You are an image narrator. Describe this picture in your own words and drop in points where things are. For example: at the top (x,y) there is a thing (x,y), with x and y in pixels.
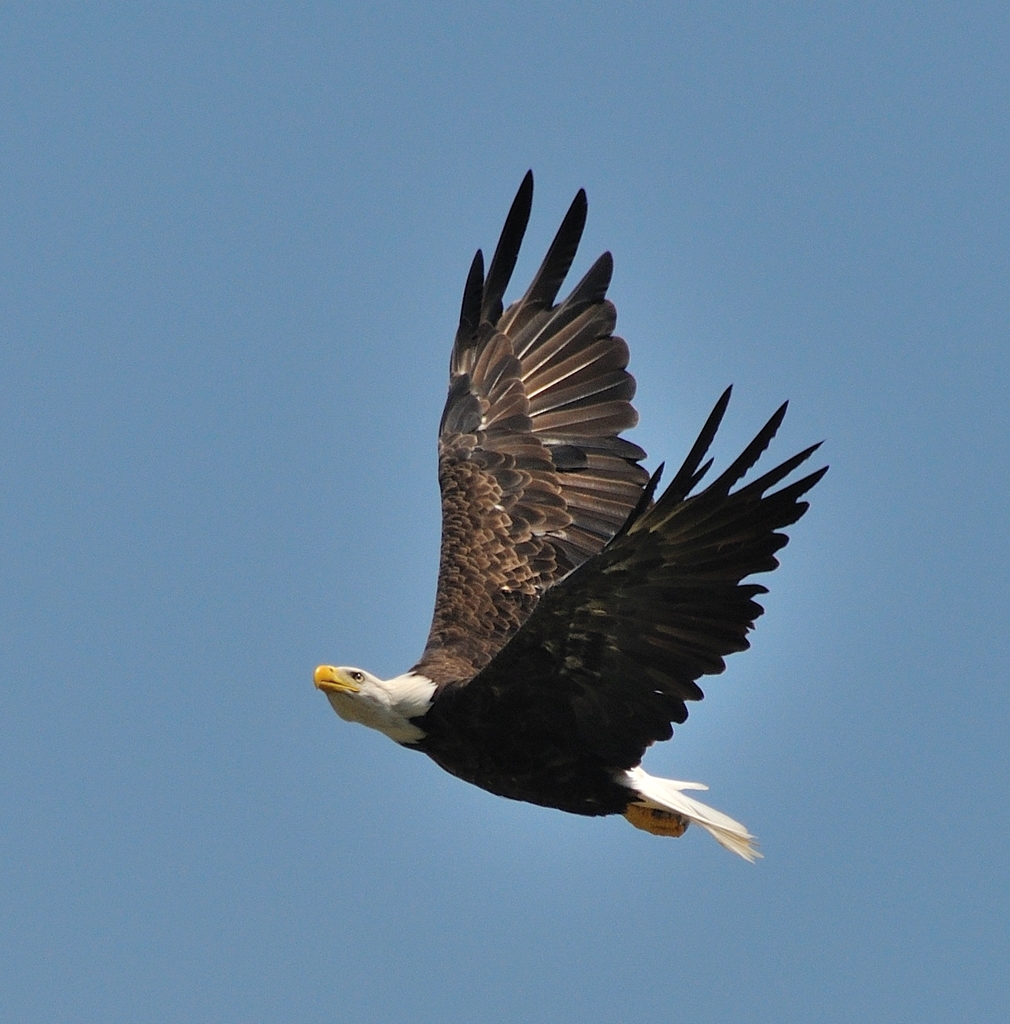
In this picture, we see an eagle (477,580) flying in the sky (166,622). It has a yellow color beak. In the background (109,497), we see the sky (445,854), which is blue in color.
